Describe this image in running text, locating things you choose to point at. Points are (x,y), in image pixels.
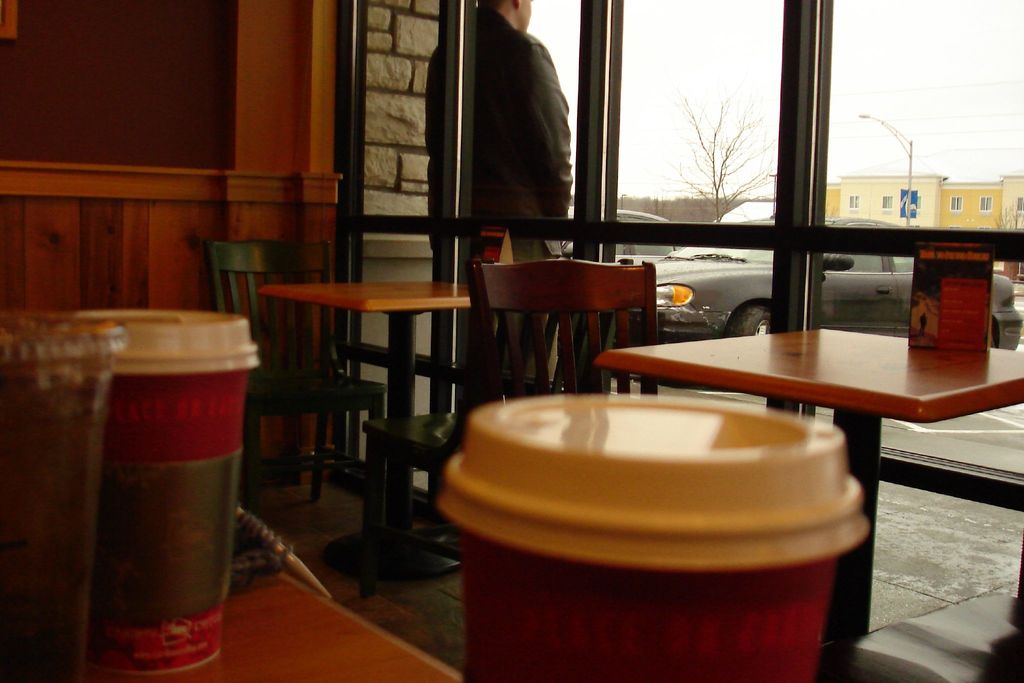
In this picture we can see a table (246,631) and on the table (295,593) there are cups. Behind the cups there are tables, chairs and a glass window (516,225). Through the glass window (711,320) we can see a man (527,86) and some vehicles (732,289) are parked on the path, a pole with light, building (921,202), tree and a sky (719,76).
